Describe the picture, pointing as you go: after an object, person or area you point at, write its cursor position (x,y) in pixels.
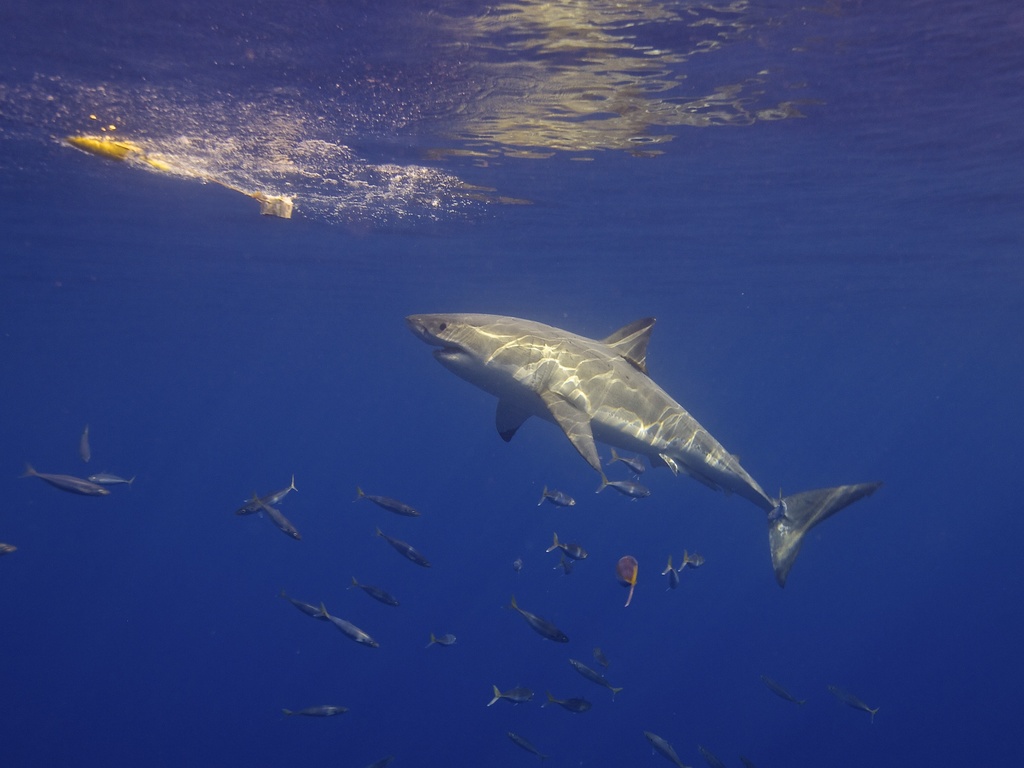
In this image we can see a shark (625,388) and a few fishes (36,474) in the water (520,304).
